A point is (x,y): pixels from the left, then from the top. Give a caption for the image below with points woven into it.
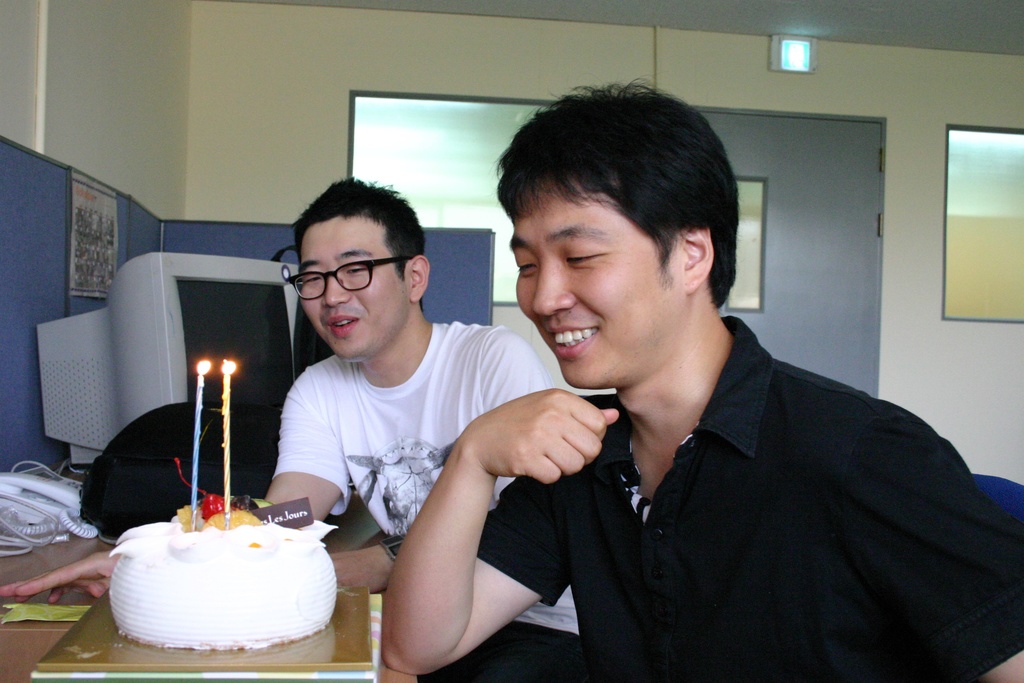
In this image I can see two persons (534,591) and a table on which a cake (202,632), telephone (95,533), bag (91,515) and PC (163,379) is there. In the background (360,113) I can see a wall (317,85) and windows (481,137). This image is taken in a room (457,318).
